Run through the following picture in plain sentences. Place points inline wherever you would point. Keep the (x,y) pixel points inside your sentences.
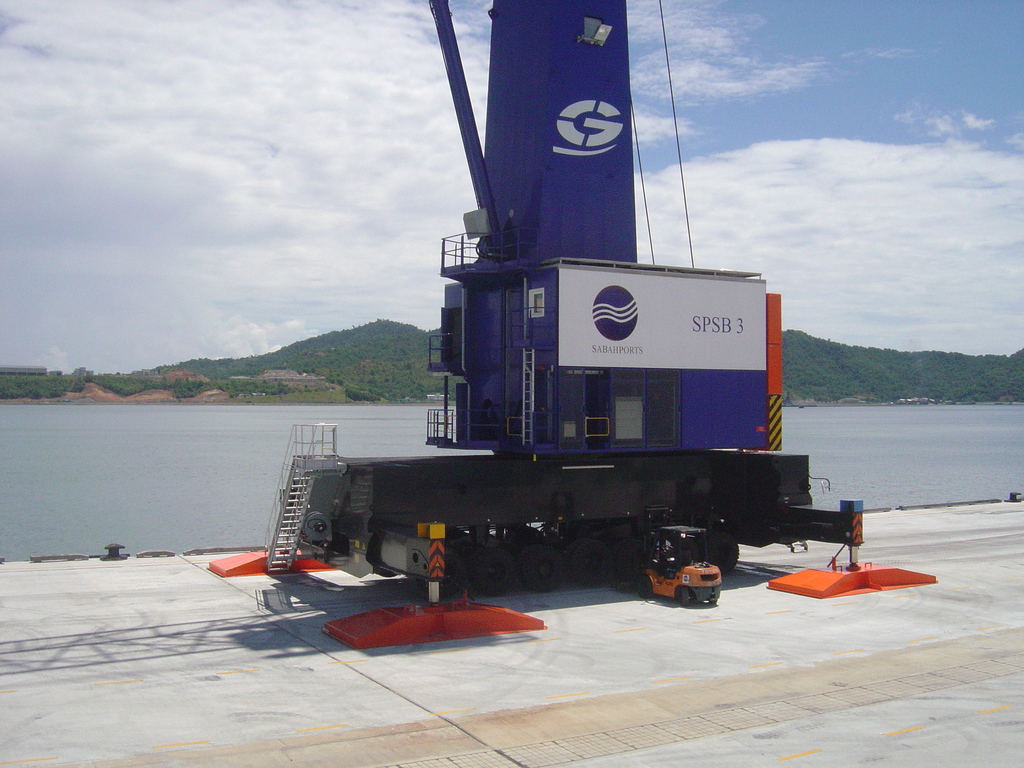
In the center of the image (608,488) there is a crane (602,544) on the road (323,643). In the background of the image (349,396) there are mountains (344,348), water (126,433), sky (403,305) and clouds (230,196).
